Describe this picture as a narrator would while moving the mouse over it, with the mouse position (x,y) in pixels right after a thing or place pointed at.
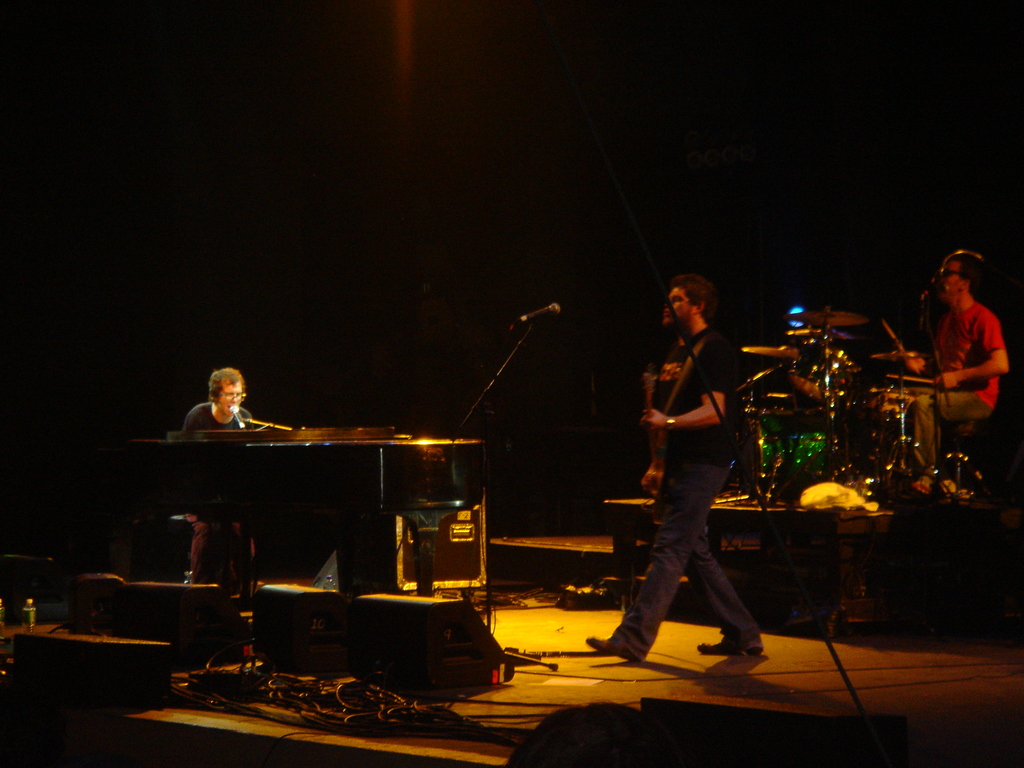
In this picture there is a person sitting in front of a piano (456,462) and there are some person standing here and there is another person (955,349) sitting near drums set (861,423).
